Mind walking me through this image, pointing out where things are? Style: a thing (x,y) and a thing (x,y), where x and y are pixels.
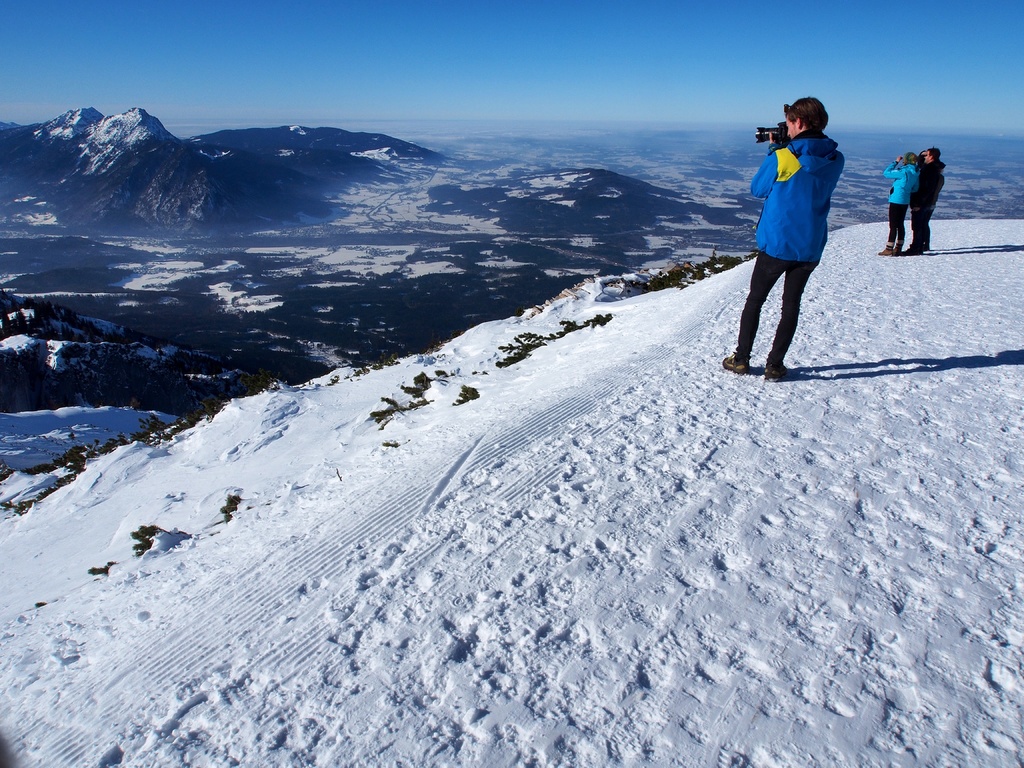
In this image there is a person (803,108) holding the camera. Beside him there are two other people (927,197). At the bottom of the image (450,613) there is snow (610,557) on the surface (541,479). In the background of the image (224,206) there are mountains (35,136) and sky (697,36).
